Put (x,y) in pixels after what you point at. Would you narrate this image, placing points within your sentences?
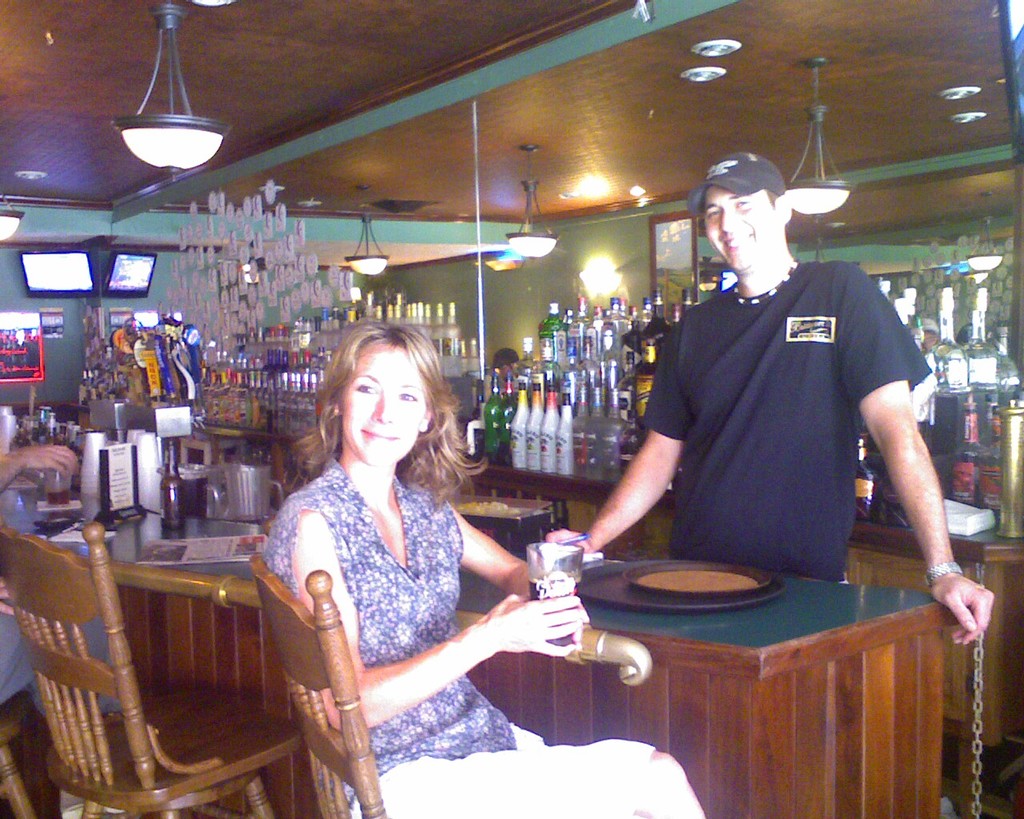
At the top (536,114) we can see ceiling (545,179) and lights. Here we can see television (82,279). We can see bottles (578,367) arranged in a sequence manner on the table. We can see glasses (204,497), boards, paper (199,549) and few things (704,595) on the table (774,602). Here we can see one man (667,380) wearing a black cap (777,188), t shirt (812,330) standing near to the table (842,601) and smiling. We can see a woman (445,441) sitting on a chair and she is holding a glass (550,586) in her hands (547,607) and smiling.
